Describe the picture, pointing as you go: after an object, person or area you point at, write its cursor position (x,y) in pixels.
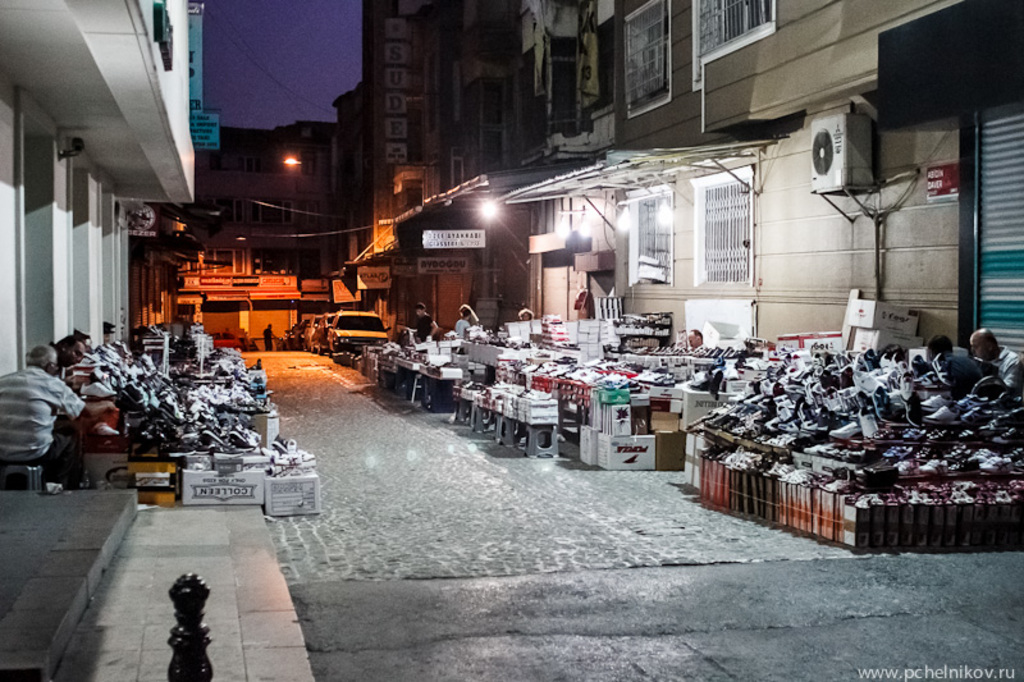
This picture shows few buildings (404,260) and we see open footwear stores (486,403) on the side and we see people (424,311) seated and few are standing and few cars (351,333) parked.
